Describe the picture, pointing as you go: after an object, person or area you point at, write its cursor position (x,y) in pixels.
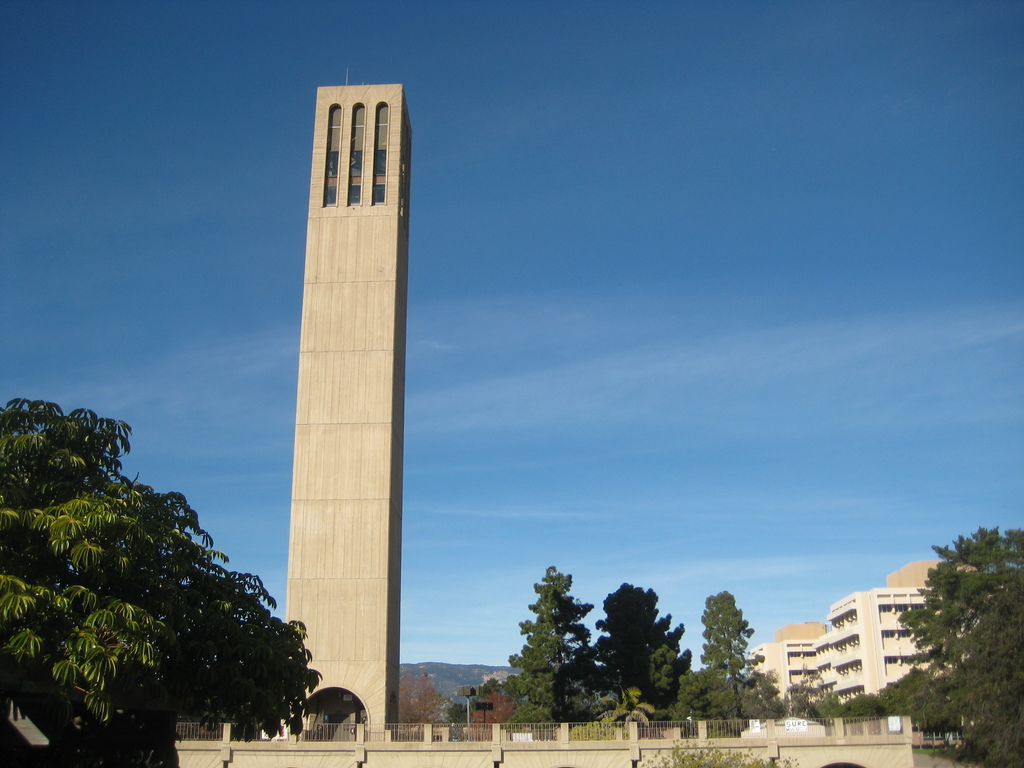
There are trees (633,687) and buildings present at the bottom of this image (190,712). We can see a tower (350,448) in the middle of this image (343,460) and the sky (569,305) is in the background (569,305).
